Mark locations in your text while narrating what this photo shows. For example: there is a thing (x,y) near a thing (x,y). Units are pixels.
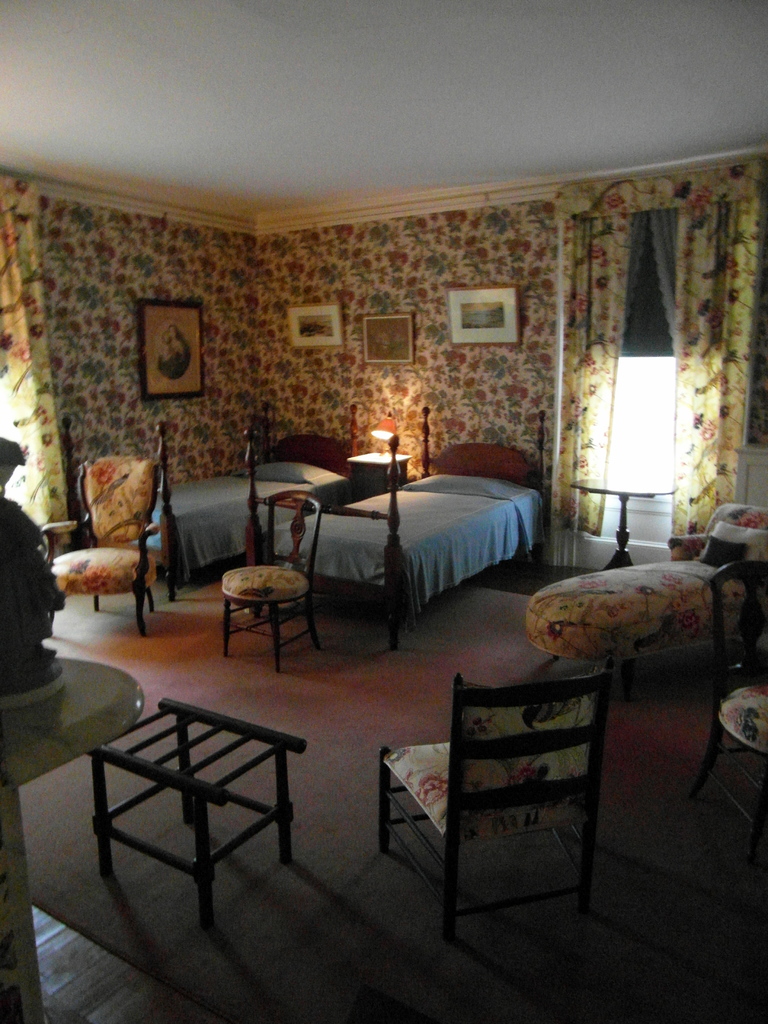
This image is clicked in a room (502,562). In the front (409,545), there are two beds (377,531) along with the chairs (562,812) and tables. In the background (401,277), there are frames (148,312) fixed on the wall (416,288). On the right (679,323) and left, there are curtains (686,376). At the bottom (336,822), there is a floor (349,818). At the top (308,131), there is a roof (346,146).
